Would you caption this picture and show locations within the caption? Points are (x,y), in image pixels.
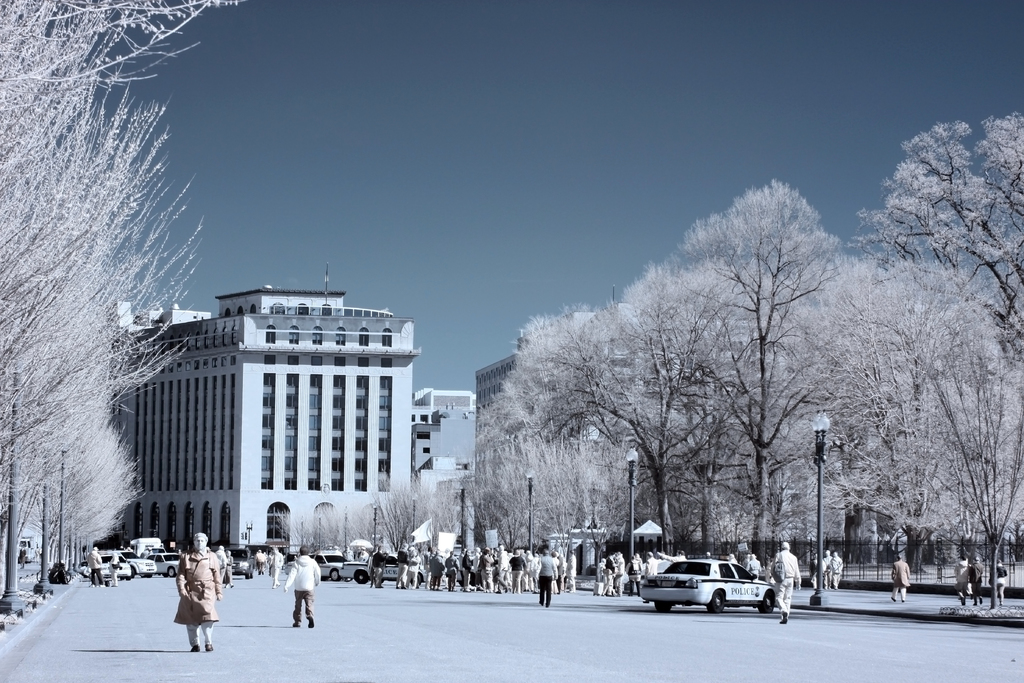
On the left side (204,600) a person (204,600) is walking on the road (270,658). On the right side (705,597) a police vehicle (743,574) is parked on the road (728,607) and there are trees (736,465). In the middle (350,385) it is a very big building (349,439), at the top (522,117) it's a sky (485,117).
